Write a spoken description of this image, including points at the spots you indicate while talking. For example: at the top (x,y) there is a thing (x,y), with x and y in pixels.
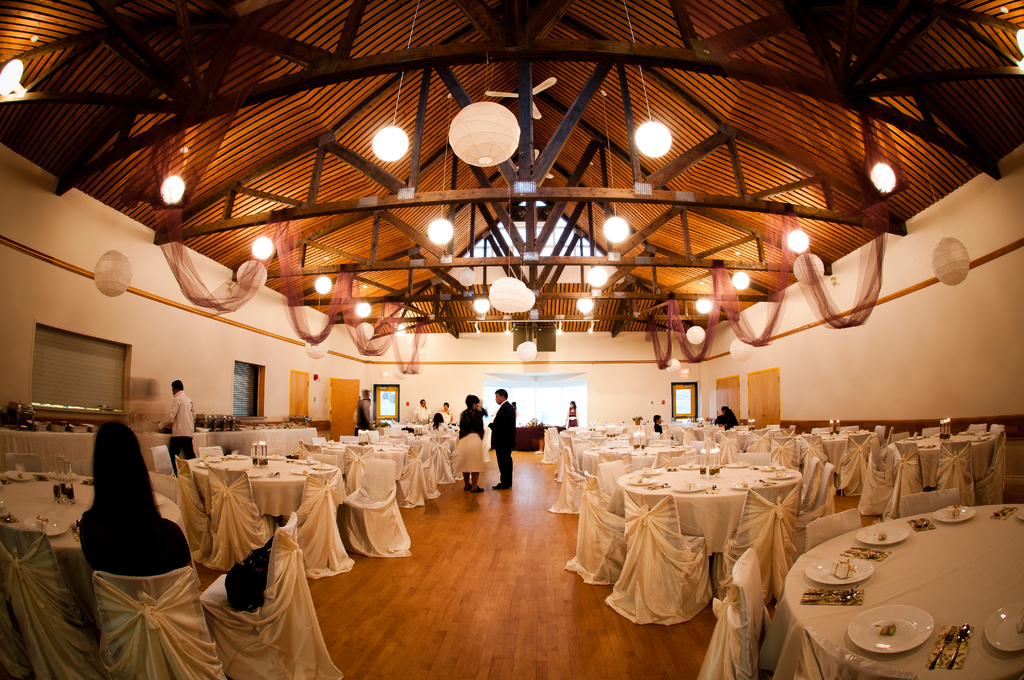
There are many tables (677,446) and chairs (679,460) which are attached to a white cloth (657,466) and there is a lady (137,554) sitting in a chair (123,582) in the left corner (157,519) and there are group of people (475,405) standing and there are lights (441,230) in the top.
